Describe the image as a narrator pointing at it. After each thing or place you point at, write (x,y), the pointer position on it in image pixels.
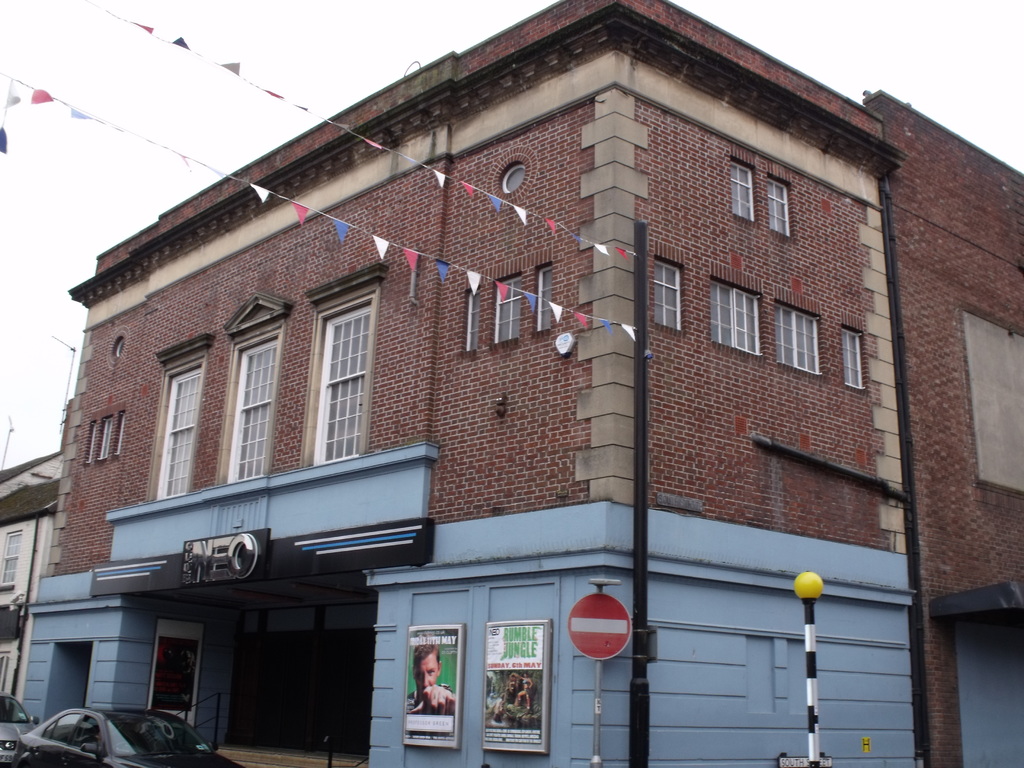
In this image there is a building (347,396) with the windows (353,416) in the middle (351,436). At the bottom (48,743) there are cars (48,739) on the road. To the building (604,295) there are flags (501,201). In the middle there is a signal board (599,617). To the wall (484,653) there are two hoardings (510,660). At the top (89,193) there is sky (118,185).
